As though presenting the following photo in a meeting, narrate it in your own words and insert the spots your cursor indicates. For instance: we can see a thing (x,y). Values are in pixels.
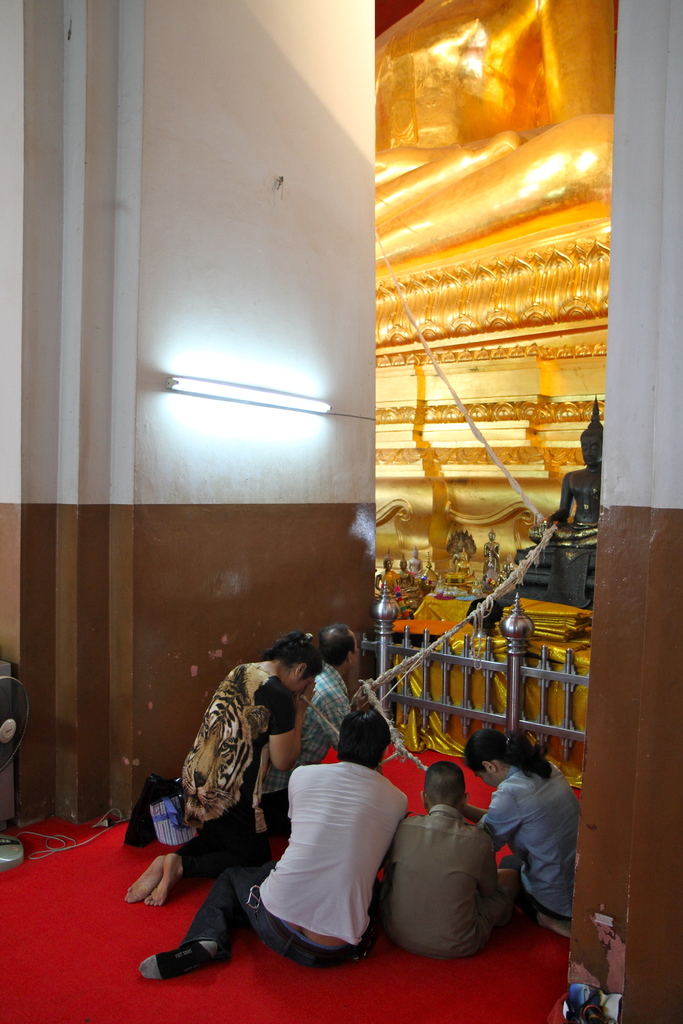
In this image there are persons (293,768) sitting, there is a fence (441,709), there are lights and there is a sculpture (582,518) and there are objects (463,532) in the background (435,547). In the front (16,737) on the left side (1,724) there is a fan (27,714) which is visible. On the floor (92,904) there is a mat (91,914) which is red in colour.
